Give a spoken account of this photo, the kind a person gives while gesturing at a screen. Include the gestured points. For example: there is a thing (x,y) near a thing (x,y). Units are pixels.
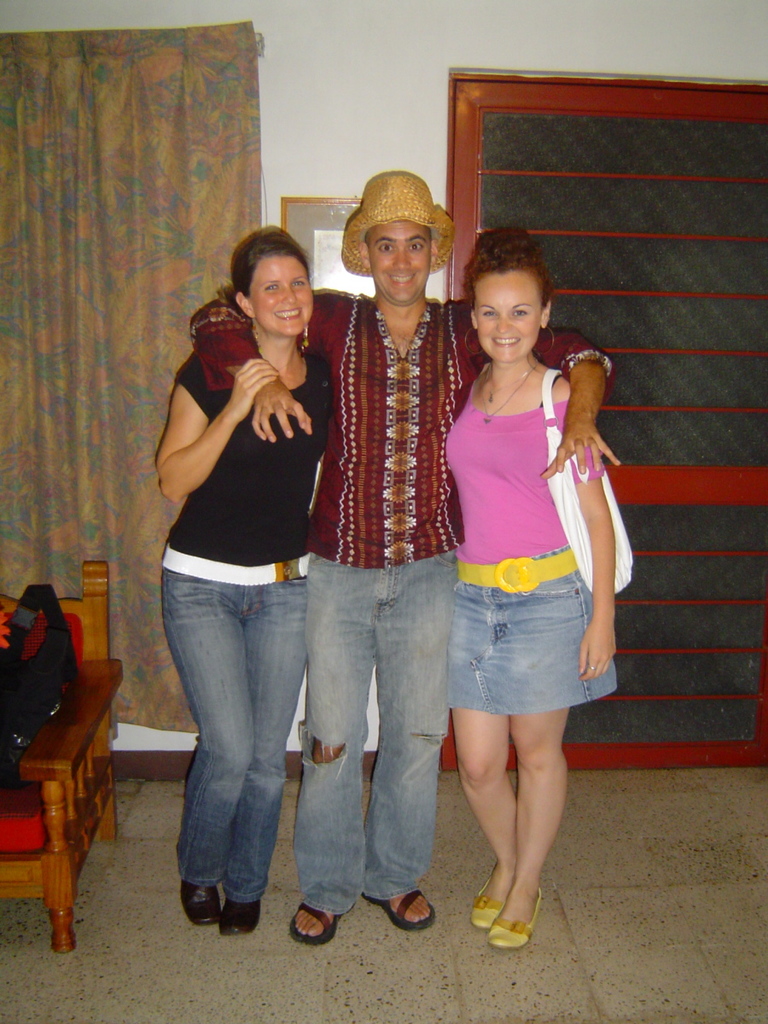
In this picture we can see a man (321,572) and two women (317,369) standing on the floor (524,988) and smiling, chair (110,756) and in the background (116,284) we can see a curtain (159,214), frame (304,208) on the wall (373,28).
